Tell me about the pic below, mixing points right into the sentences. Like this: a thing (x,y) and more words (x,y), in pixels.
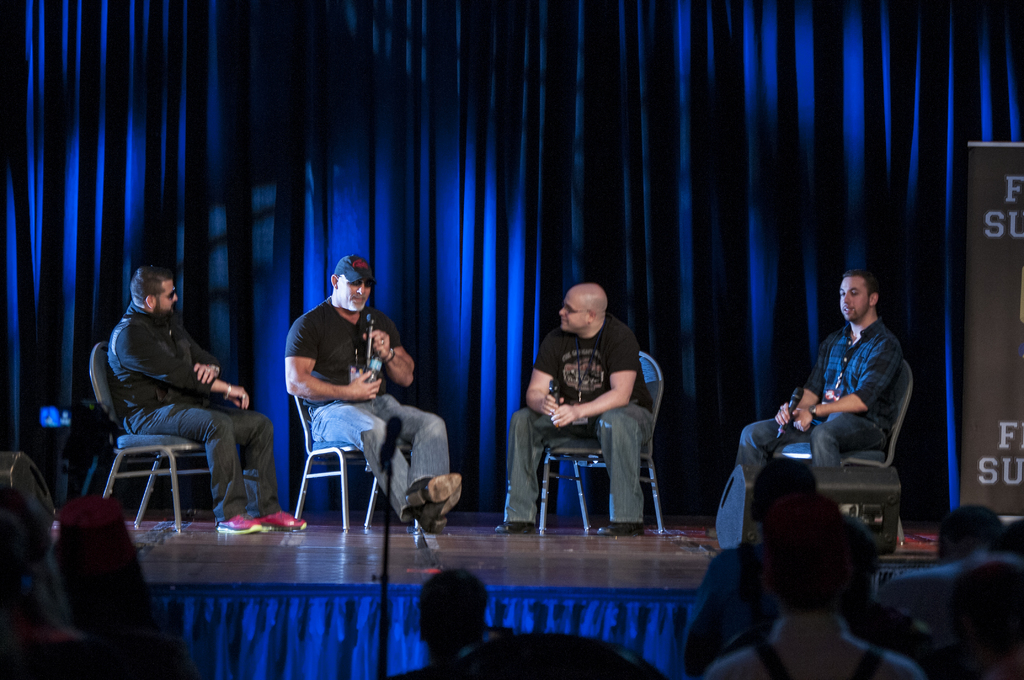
In the center of the image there is a stage (533,592). There are people (833,439) sitting on the chairs (877,465) and they are holding mike's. Behind them there are curtains (524,107). In front of them there are few people (738,561). On the right side of the image (991,375) there is a board (982,477). On the left side of the image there are few objects (81,435).
